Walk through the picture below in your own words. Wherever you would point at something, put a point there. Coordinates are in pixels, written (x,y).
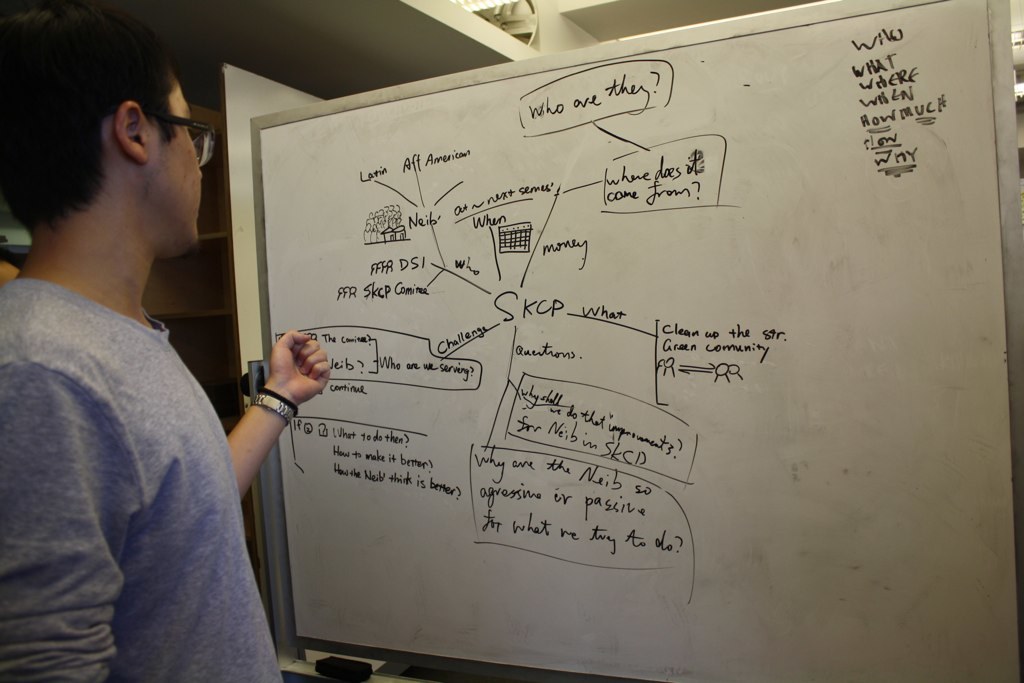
On the left side of the image (141,386), we can see a person (52,466) standing near the white board (454,440). On the board (372,389) we can see some text (624,182) and figures (531,223). On the left side of the image (211,215), we can see racks (225,225). At the top of the image (494,12), we can see few objects (463,8). At the bottom of the image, there is a black object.
